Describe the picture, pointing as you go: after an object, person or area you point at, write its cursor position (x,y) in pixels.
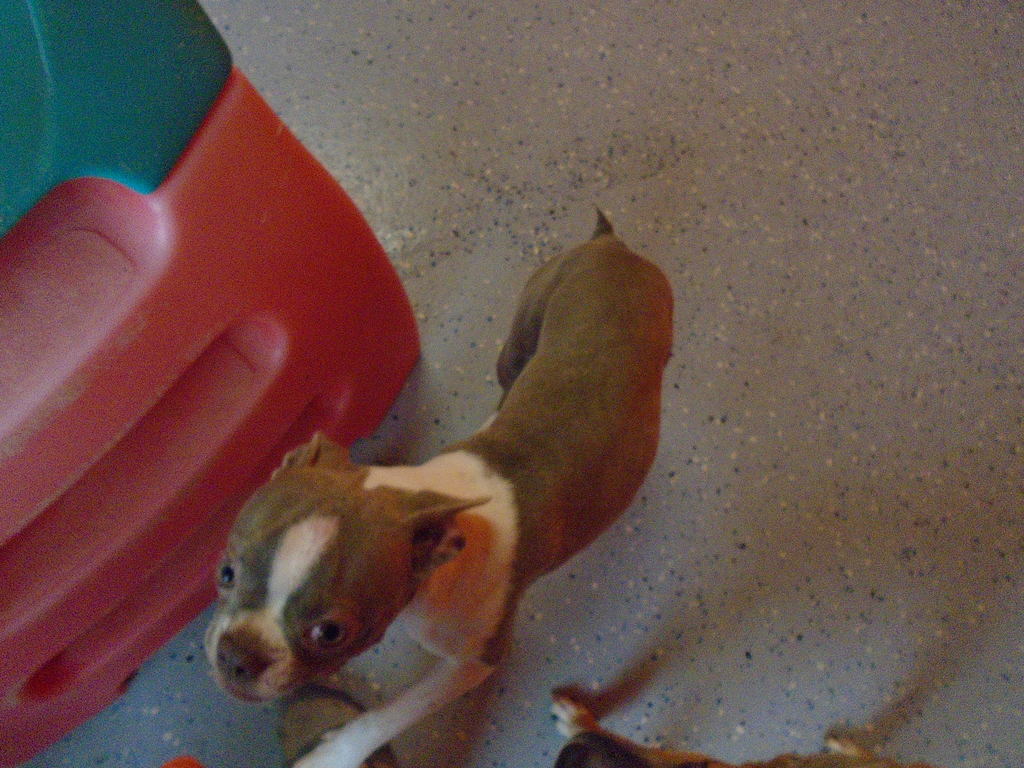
There is a dog (507,509) on the floor (782,423). On the left side of the image (313,420) we can see an object (279,325) which is in red and green color.
